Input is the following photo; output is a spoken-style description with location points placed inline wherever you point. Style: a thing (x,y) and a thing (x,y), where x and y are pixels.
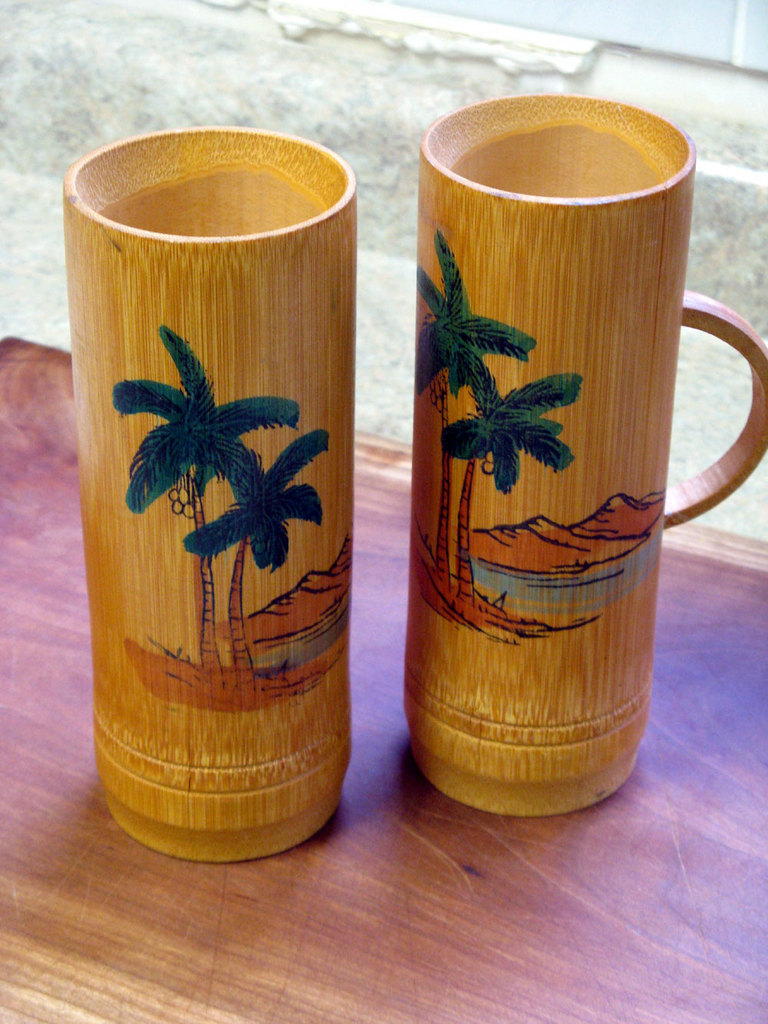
Here we can see a couple of wooden glasses (104,559) placed on a table (377,639).
